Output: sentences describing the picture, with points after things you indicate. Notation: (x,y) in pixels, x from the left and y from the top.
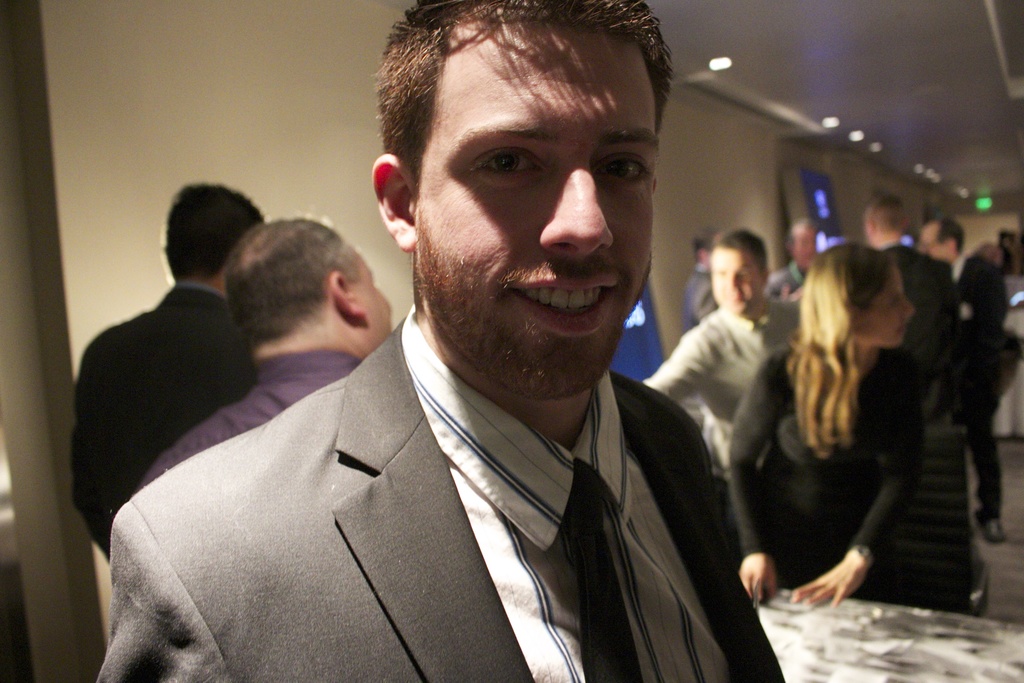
In this image there are a group of people (467,434) standing, and in the foreground (458,387) there is one person (559,435) who is wearing a suit (345,481) and smiling. And on the right side of the image (815,634) there might be a table (865,622) and there are some boards (651,323), lights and wall (279,122) and at the top (851,44) there is ceiling (935,71).
